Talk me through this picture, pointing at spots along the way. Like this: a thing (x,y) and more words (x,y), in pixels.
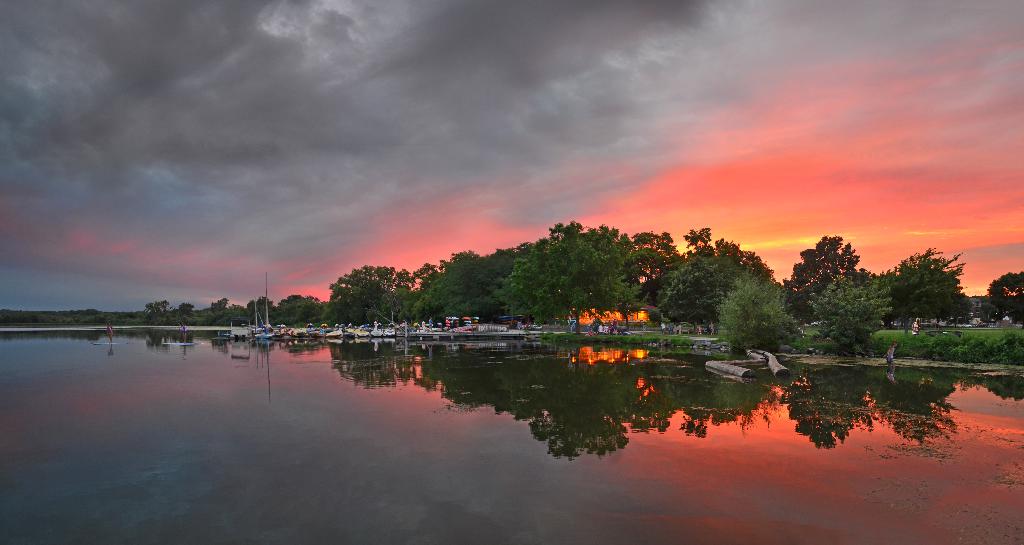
In this image in the middle (589,311), there are trees (702,307), boats (336,338), plants (875,341). At the bottom (403,466) there is water (215,410). At the top (599,142) there is sky (514,164) and clouds (378,138).
